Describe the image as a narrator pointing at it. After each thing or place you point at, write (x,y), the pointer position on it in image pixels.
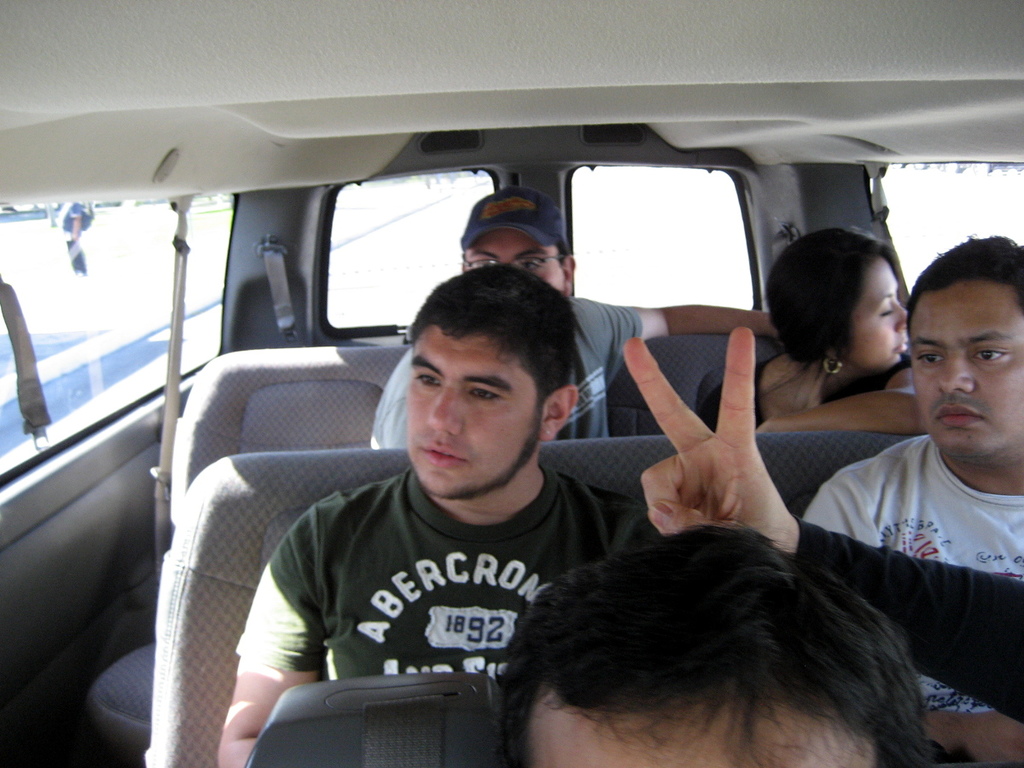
In this image we can see a few people (475,575) sitting in the vehicle (641,459).
